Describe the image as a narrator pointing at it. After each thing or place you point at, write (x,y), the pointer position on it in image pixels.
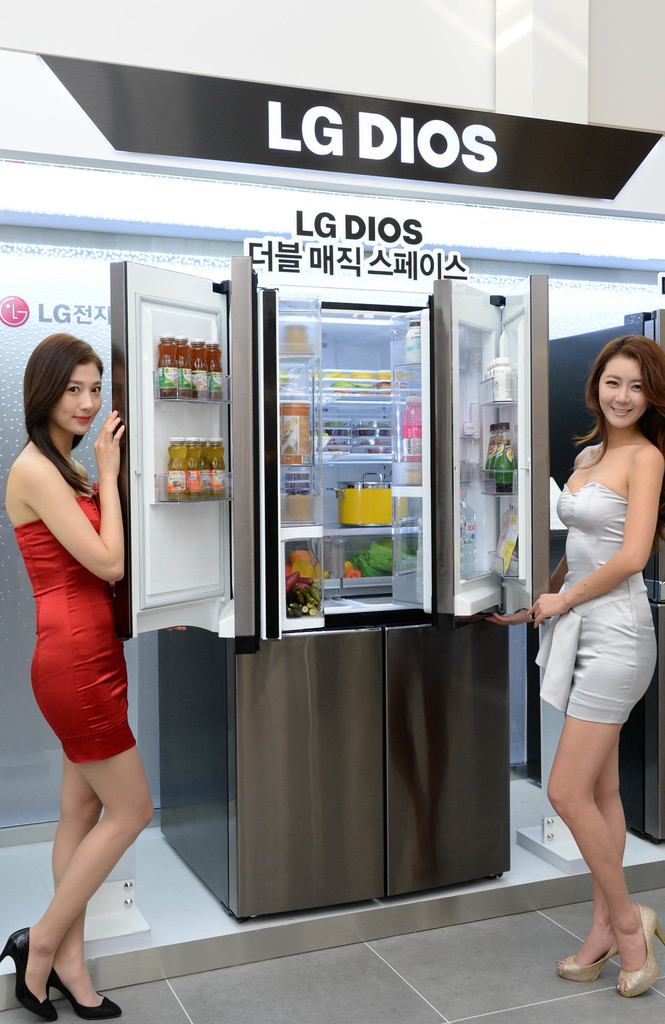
On the left side (117,679) a beautiful woman (111,652) is standing, she wore a red color dress (91,626). On the right side (576,503) another beautiful woman (592,610) is opening the fridge door (531,598), she wore white color dress (620,610), in the middle (271,596) there is a fridge (535,402) there are things (297,513) in it.
